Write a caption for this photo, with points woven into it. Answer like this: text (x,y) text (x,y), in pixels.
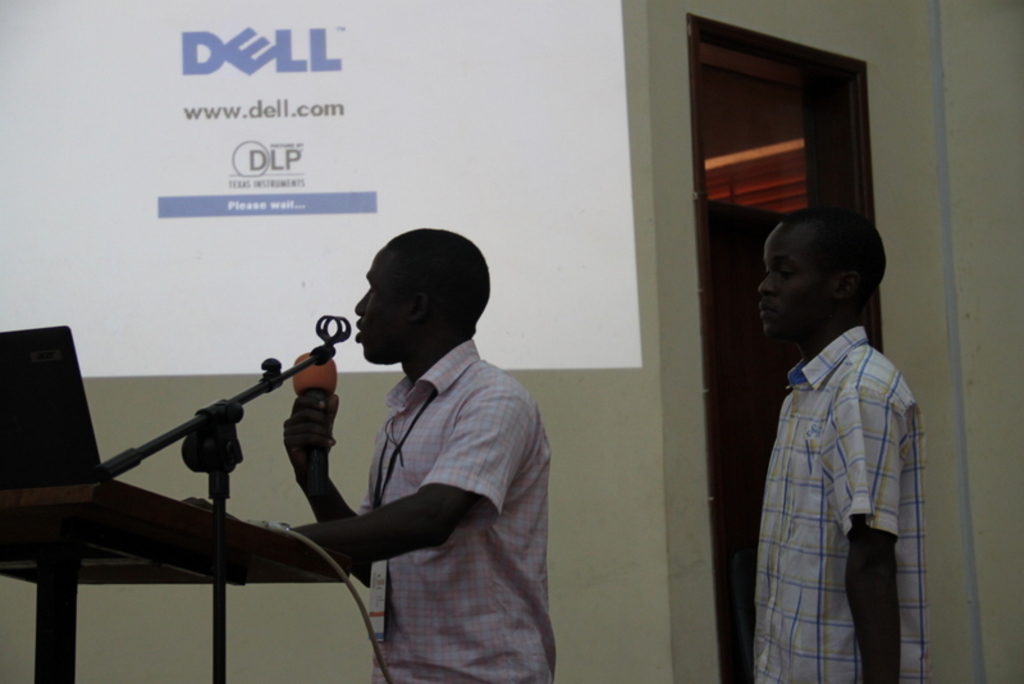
As we can see in the image there is a wall (979,70), screen (395,107), two people (422,579) standing over here and the man (421,451) who is standing on the left side (329,362) is holding mic (320,380).
